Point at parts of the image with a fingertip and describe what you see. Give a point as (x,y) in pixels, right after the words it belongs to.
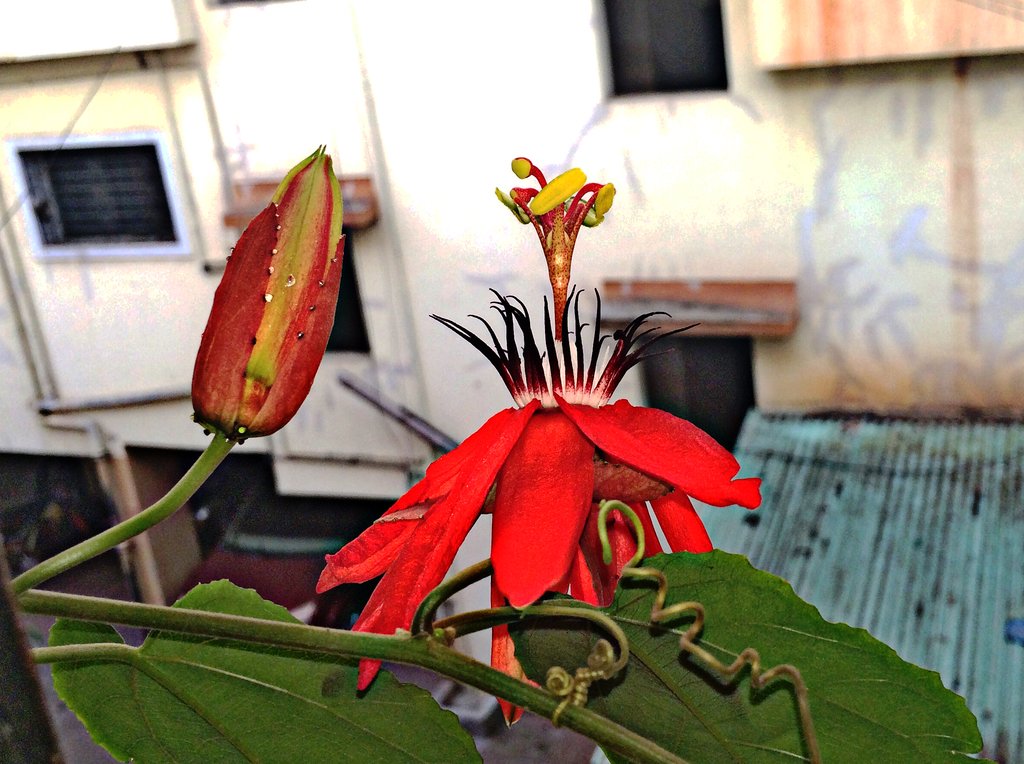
On the left side (222,302) it's a flower bud (246,365), on the right side (705,488) this is a red color flower (621,515). This is the building (564,81).
